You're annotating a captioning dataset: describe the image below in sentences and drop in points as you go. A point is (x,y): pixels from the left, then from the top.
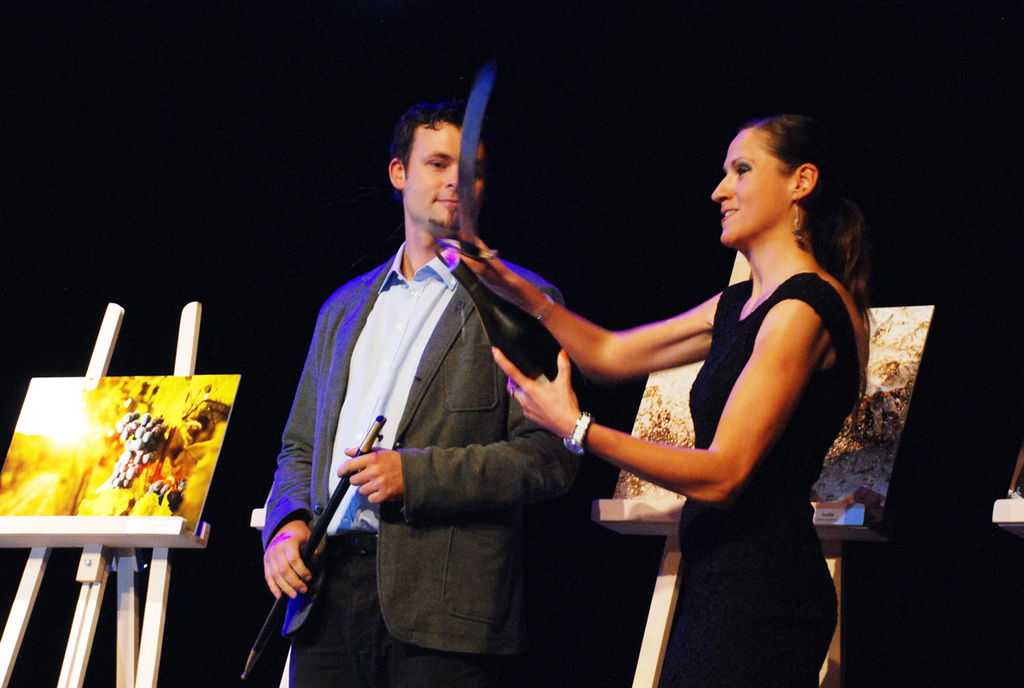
In this image we can see a woman (686,518) wearing black dress (844,385) is holding a bottle (549,344) and a sword (465,188) in her hands (542,389) also we can see a man (461,335) wearing a blazer (355,323) and shirt (397,348) is holding a stick (371,436). Here we can see two drawing boards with stands (183,317). The background of the image (822,60) is dark.
